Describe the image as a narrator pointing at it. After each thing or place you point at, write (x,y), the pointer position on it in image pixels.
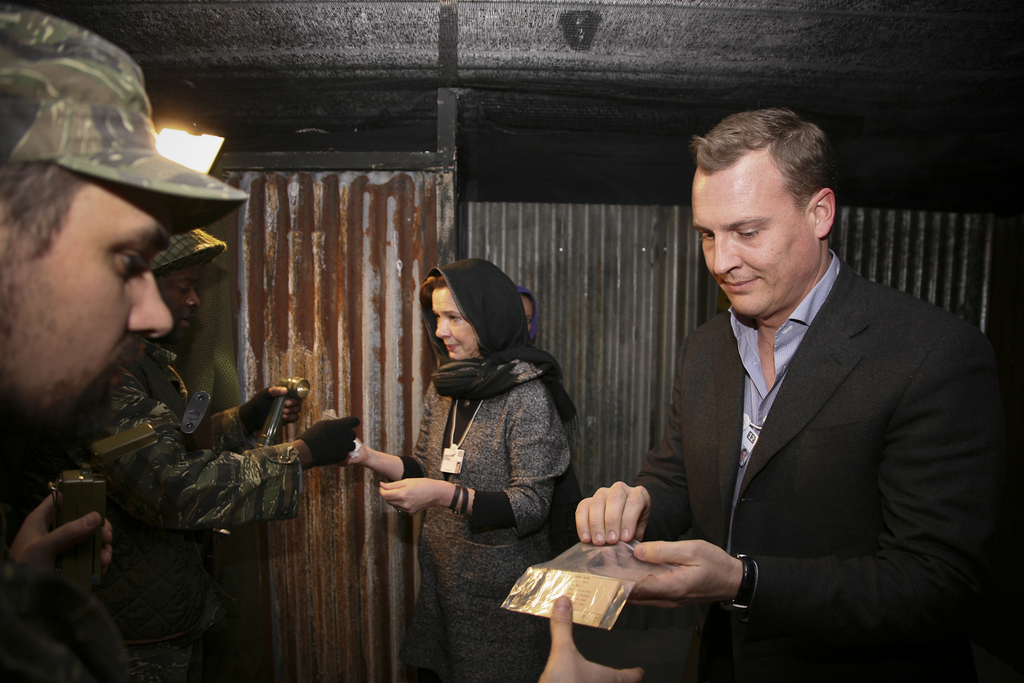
In this picture we can see a group of people (433,607), they are holding some objects (114,449).
